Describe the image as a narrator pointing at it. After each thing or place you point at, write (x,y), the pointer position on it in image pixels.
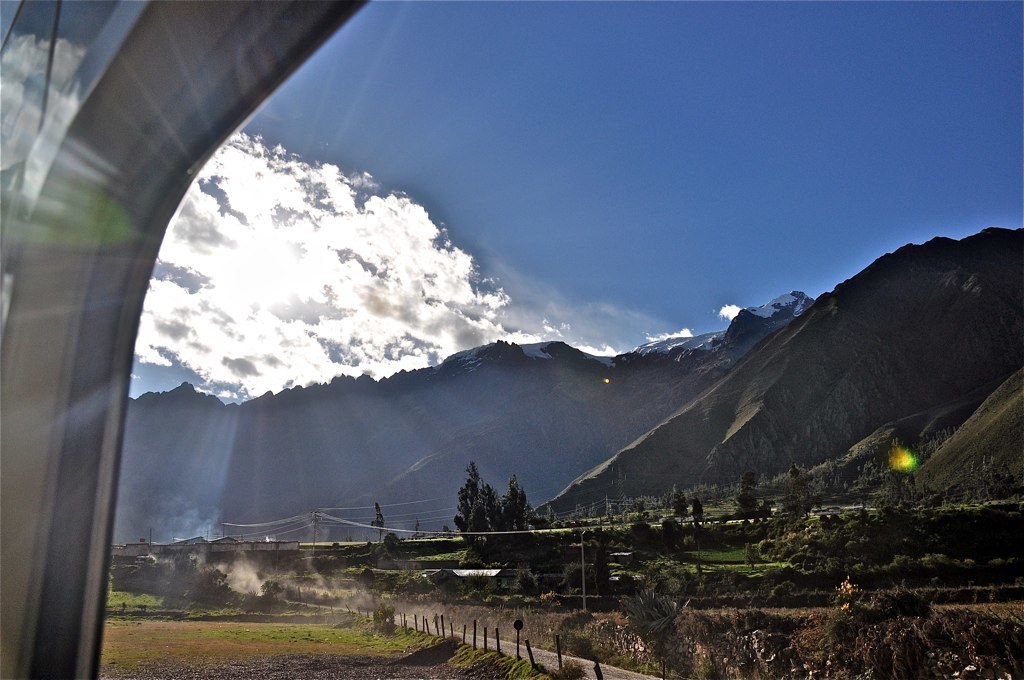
In this image there are some hills (175,442), trees (872,487), poles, power line cables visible in the middle (679,411), at the top (405,166) there is the sky (384,157).
